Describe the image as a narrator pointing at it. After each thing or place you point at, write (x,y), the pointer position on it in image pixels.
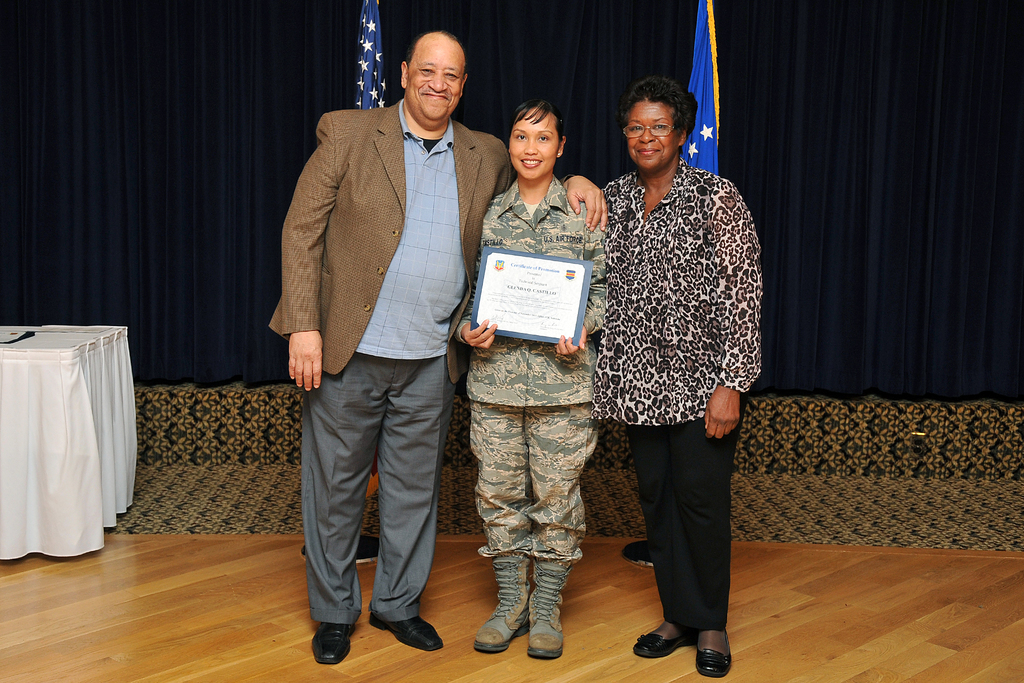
In this image, we can see persons (649,199) standing and wearing clothes (378,468). There is a person (486,229) in the middle of the image (578,238) holding a certificate (529,289) with her hands (480,333). There are flags (710,62) in front of curtains (223,196). There is table (71,359) on the left side of the image (53,364) covered with a cloth (42,424).
